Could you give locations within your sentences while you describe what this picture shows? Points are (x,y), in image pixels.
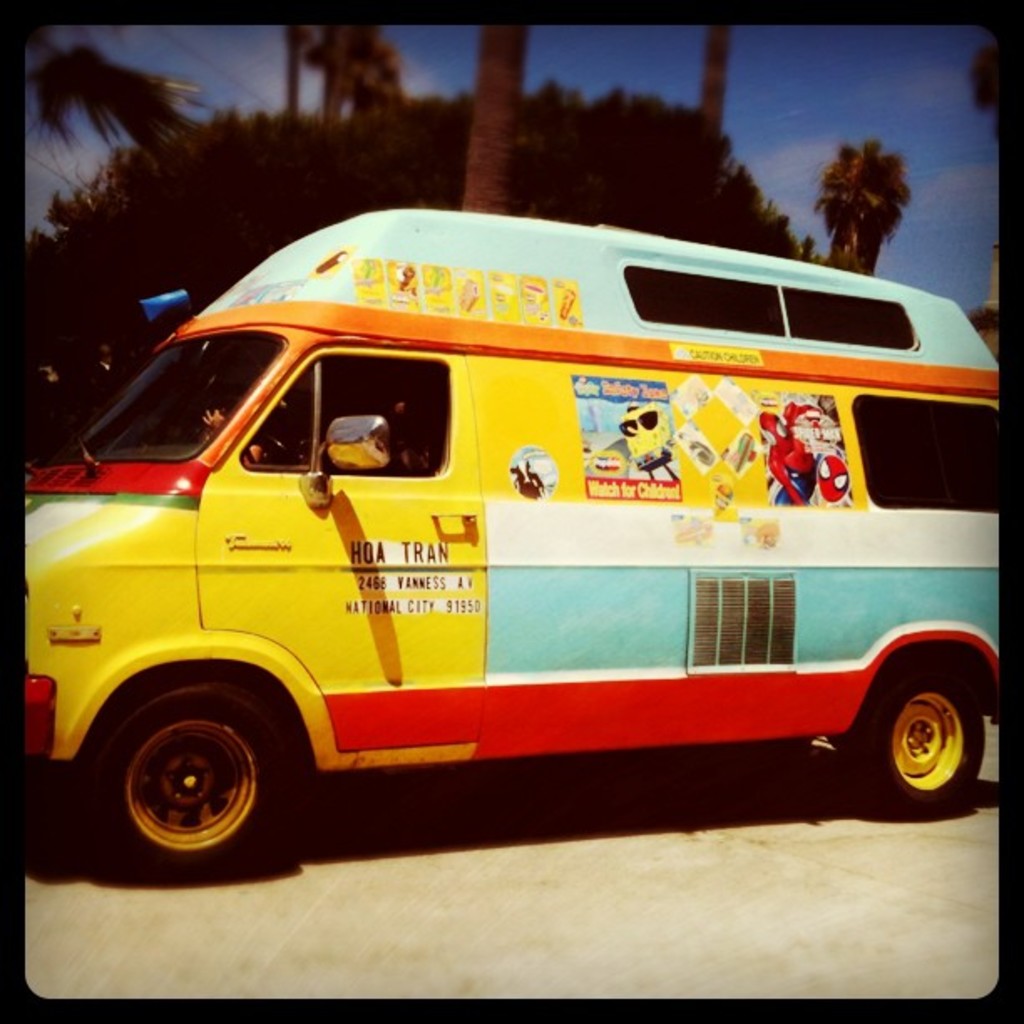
In the center of the image (513,631) there is a vehicle (533,629) on the road (428,896). In the background (336,166) there are trees (720,79), sky (755,67) and clouds (799,166).
